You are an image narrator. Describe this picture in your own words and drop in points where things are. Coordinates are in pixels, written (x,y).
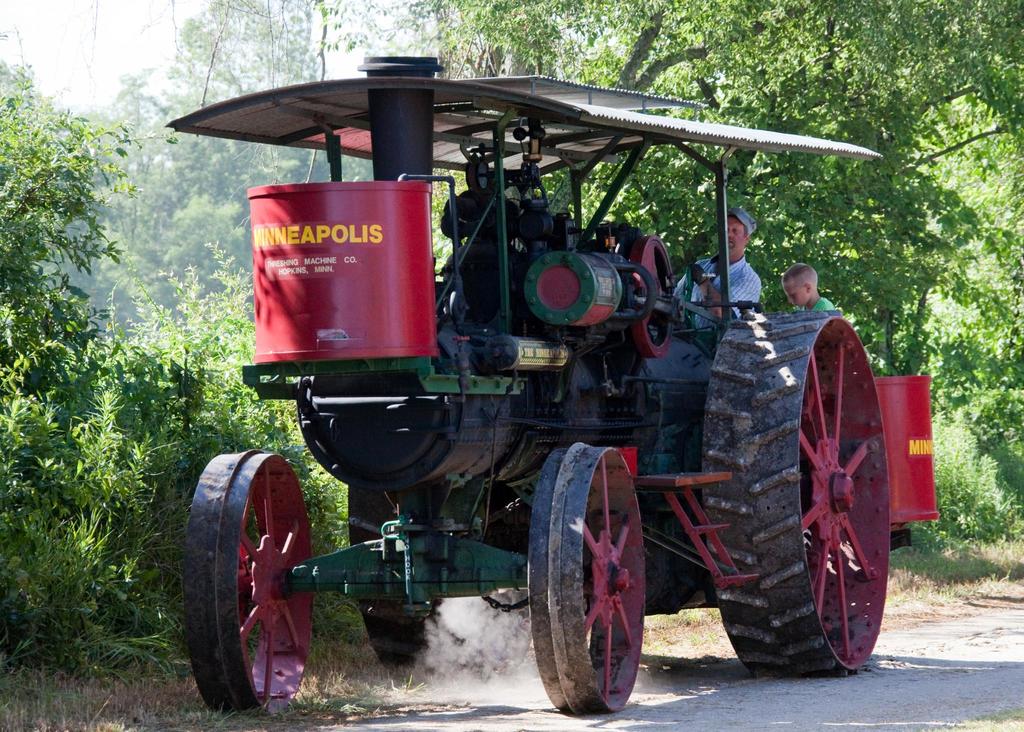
In this image we can see two persons (748,277), a person (745,273) is driving a vehicle (525,361) on the road (939,648) and there are few trees (227,222) and the sky (137,61) in the background (172,48).
